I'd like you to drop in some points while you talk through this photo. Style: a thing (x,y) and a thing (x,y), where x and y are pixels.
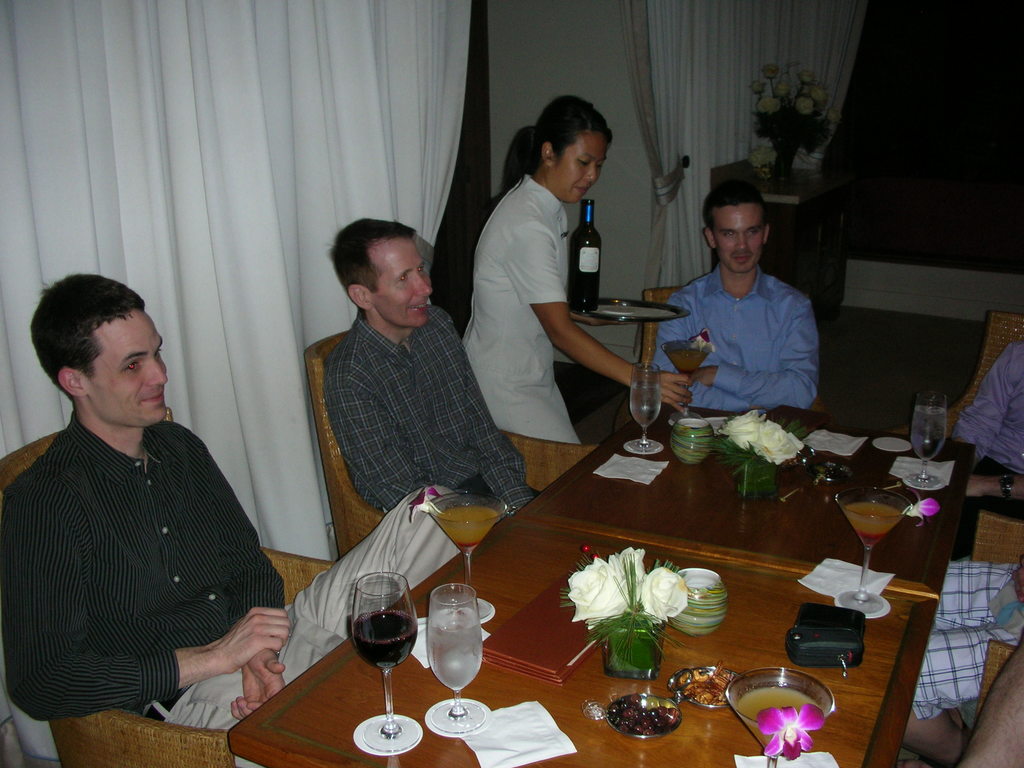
In this image, group of people (111,655) are sat on the chair (187,731) and they are smiling. In the middle (603,503), we can see tables (771,559), few items (626,567) are placed on it. The middle, the woman (535,349) is holding glass (674,353) and plate (632,316), there is a bottle (591,274) on it. And the background (812,214), we can see flower vase (790,160), wooden table (795,172), curtain (718,127) and white wall (532,88).
